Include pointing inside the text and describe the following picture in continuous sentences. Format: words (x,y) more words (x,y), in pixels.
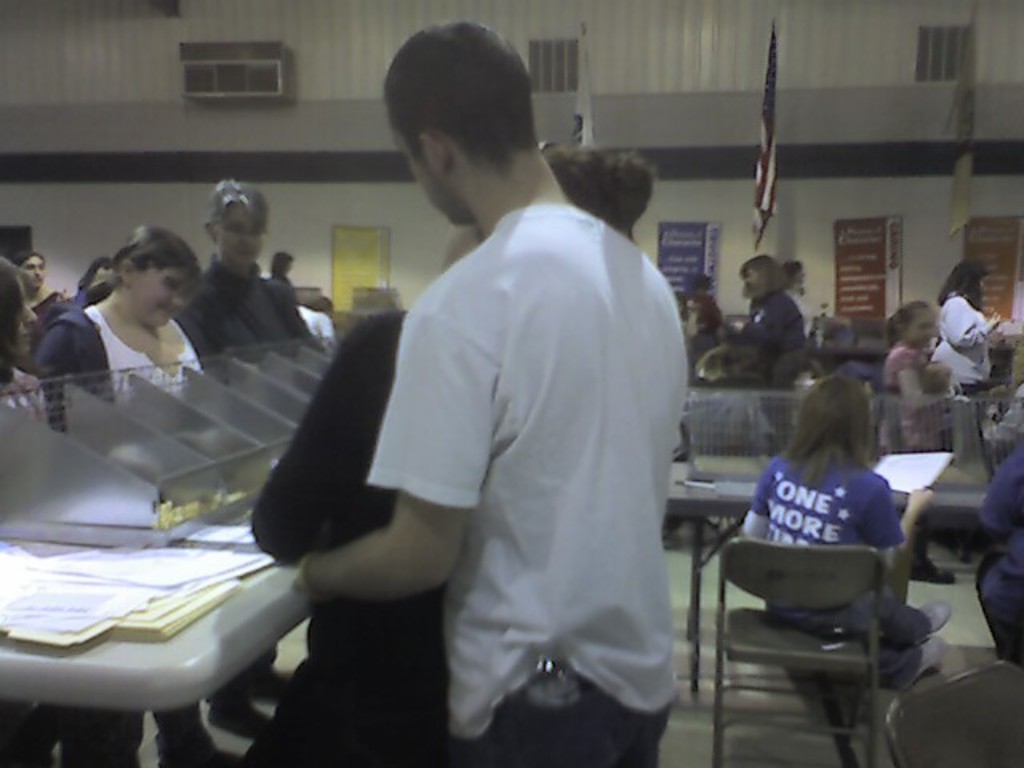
in this picture we can see a group of people (486,338) where some are standing and some are sitting on chairs (733,568) holding papers (913,466) in their hands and in front of them on table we have racks (120,502), papers (235,539) and in the background (821,77) we can see wall (821,77), flags (763,126), banner (340,270), door (377,236), window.
